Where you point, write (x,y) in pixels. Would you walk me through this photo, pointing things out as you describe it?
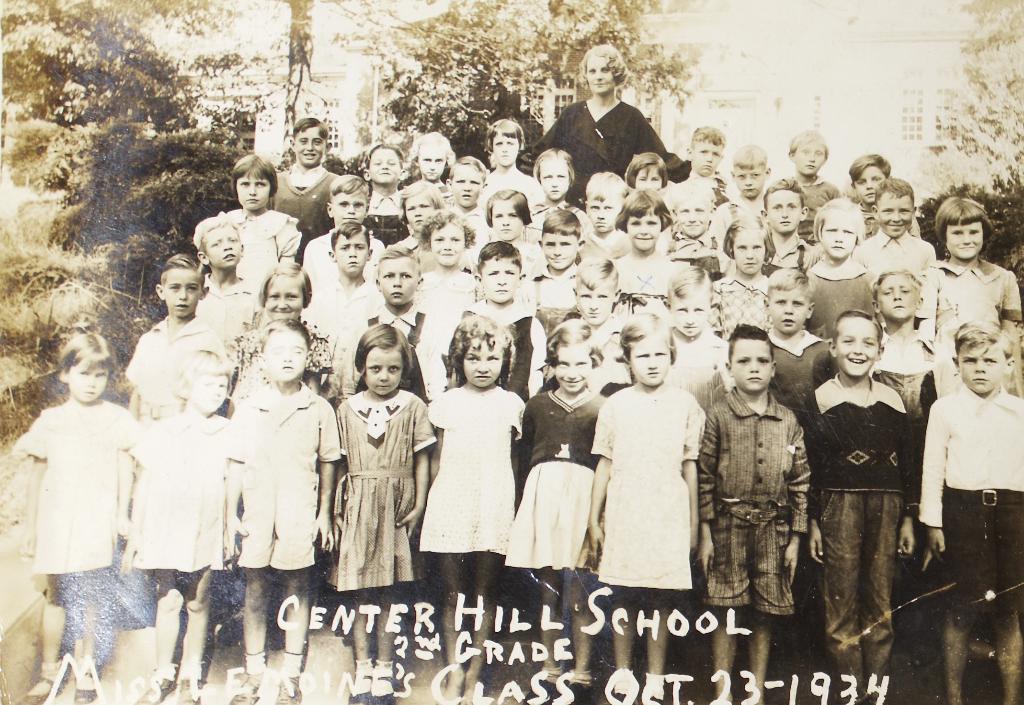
This is a black and white image. In the image there are many kids (571,337) standing. Behind them there is a lady (560,137). In the background (524,79) there are trees (15,92) and also there is a building (799,114). At the bottom of the image (402,645) there is text (430,608).
